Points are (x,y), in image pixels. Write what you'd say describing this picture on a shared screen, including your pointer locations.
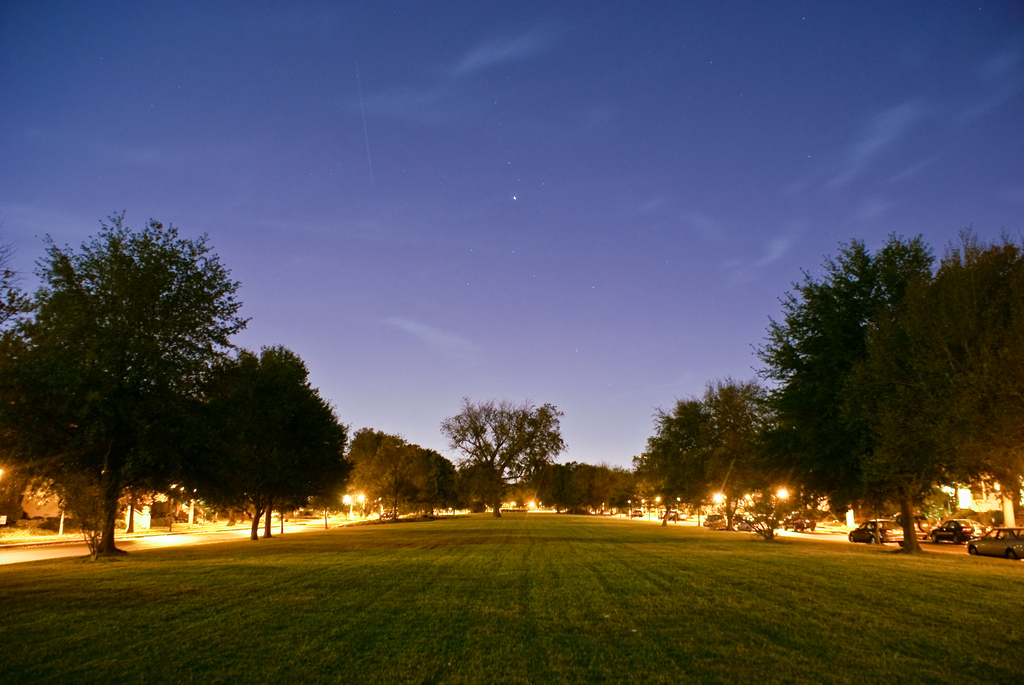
In this picture in the center (489,423) there is grass (521,612) on the ground (523,612) and there are trees (507,461). On the right side (757,451) there are vehicles (990,543), lights (717,502), trees (766,511). On the left side (88,499) there are trees (89,502), lights (361,496), and the sky (604,173) is cloudy.
